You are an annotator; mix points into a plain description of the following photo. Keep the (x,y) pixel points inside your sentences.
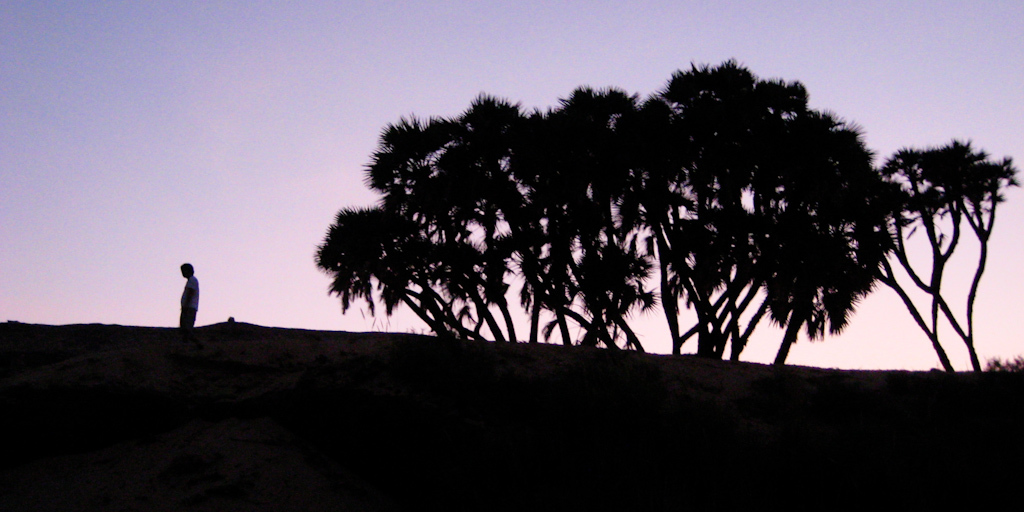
This image is taken during the evening time. In this image we can see the trees (571,166) and also a person (185,319). We can also see the sky (324,87).
